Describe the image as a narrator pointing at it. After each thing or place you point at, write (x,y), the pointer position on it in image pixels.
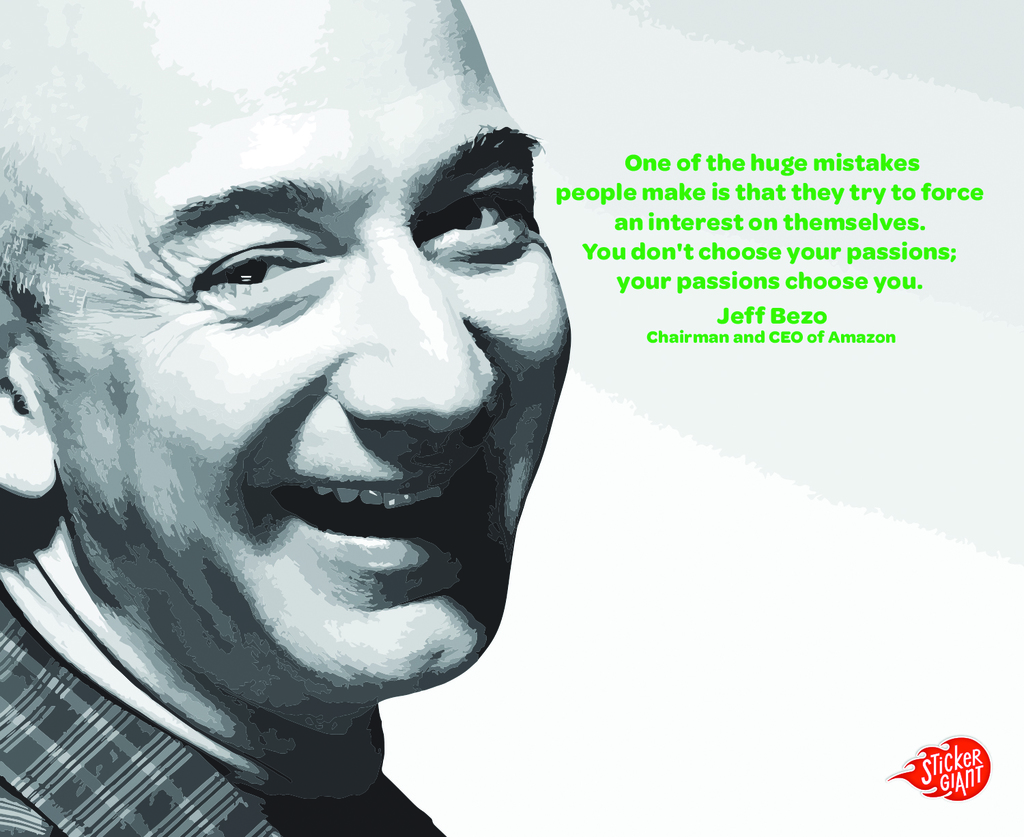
In this image, we can see the painting (404,395) of a person (258,610), who is wearing clothes (117,813) and his mouth (445,502) is open, we can see his teeth (393,500) and there is also some text (851,178) written.
